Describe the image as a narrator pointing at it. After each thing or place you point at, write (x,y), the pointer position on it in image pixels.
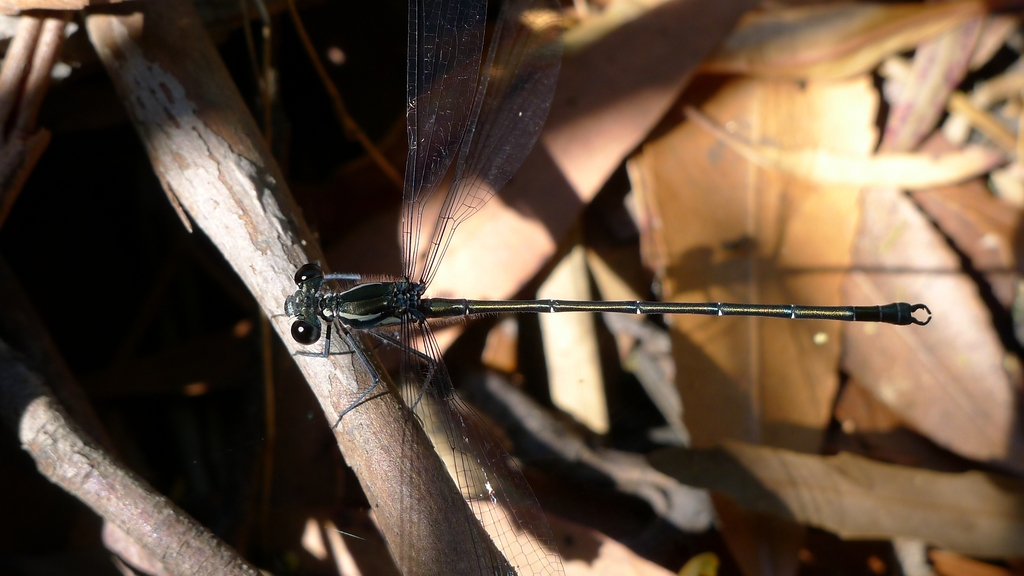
In this picture we can see a insect (401,387) and there are leaves (884,443).
